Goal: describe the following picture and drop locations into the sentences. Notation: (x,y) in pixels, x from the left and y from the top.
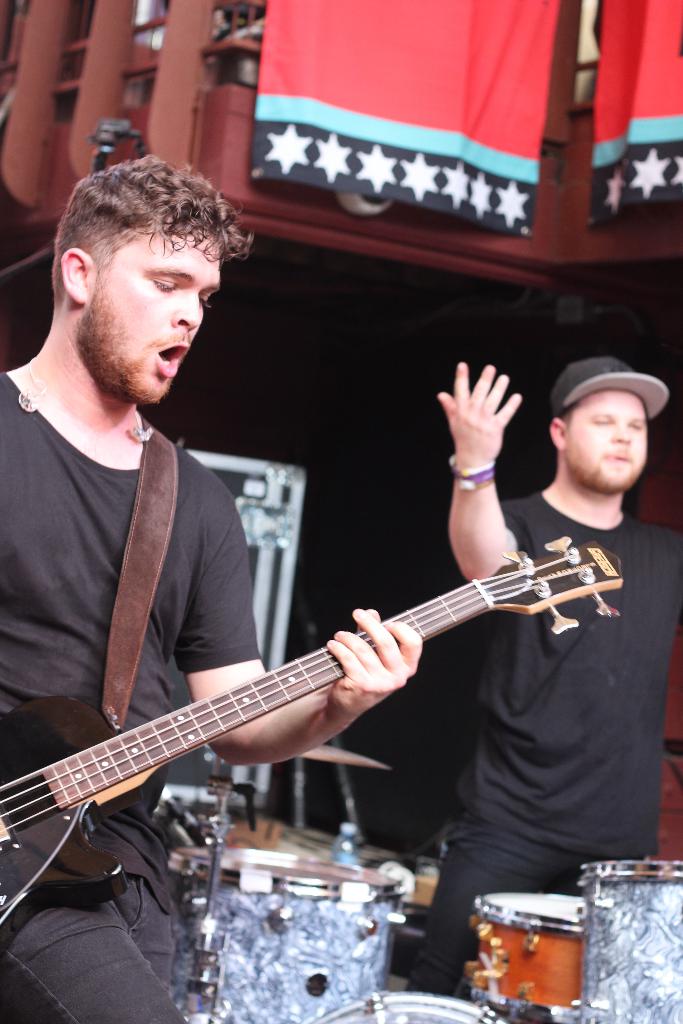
There are two people (505,728) standing and this man (203,571) playing a guitar (91,750) and we can see musical instruments (374,962). In the background (436,142) it is dark and we can see flags (594,171).
